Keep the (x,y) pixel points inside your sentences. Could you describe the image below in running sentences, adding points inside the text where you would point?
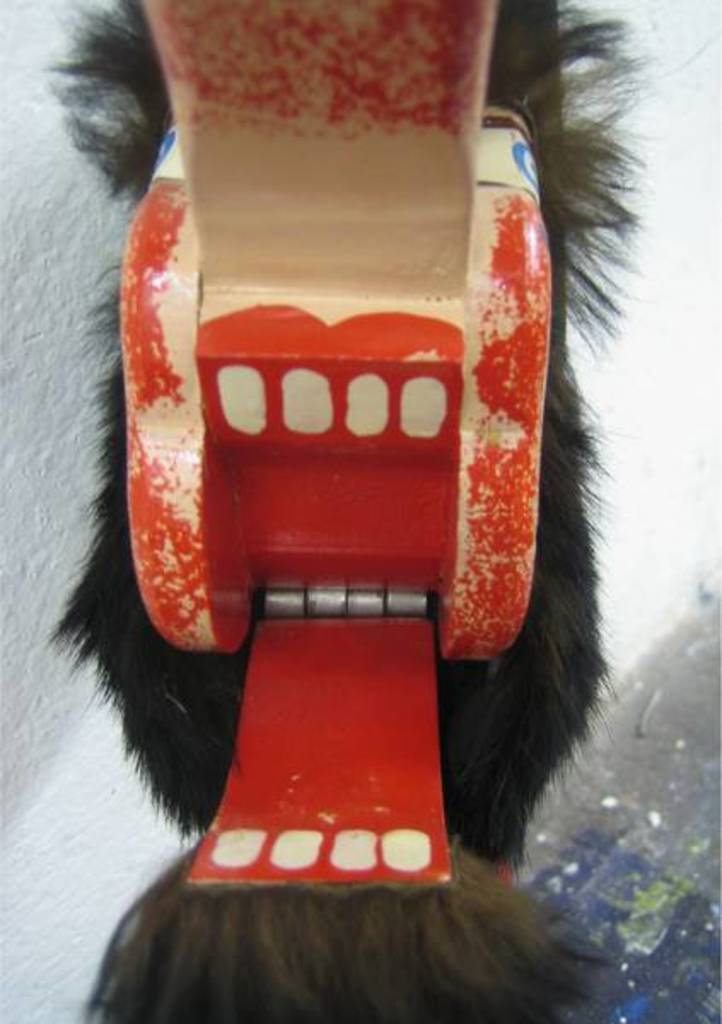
In this image there is one toy (343,646) in middle of this image (400,444) and there is a wall (675,199) in the background (56,293) which is in white color.
